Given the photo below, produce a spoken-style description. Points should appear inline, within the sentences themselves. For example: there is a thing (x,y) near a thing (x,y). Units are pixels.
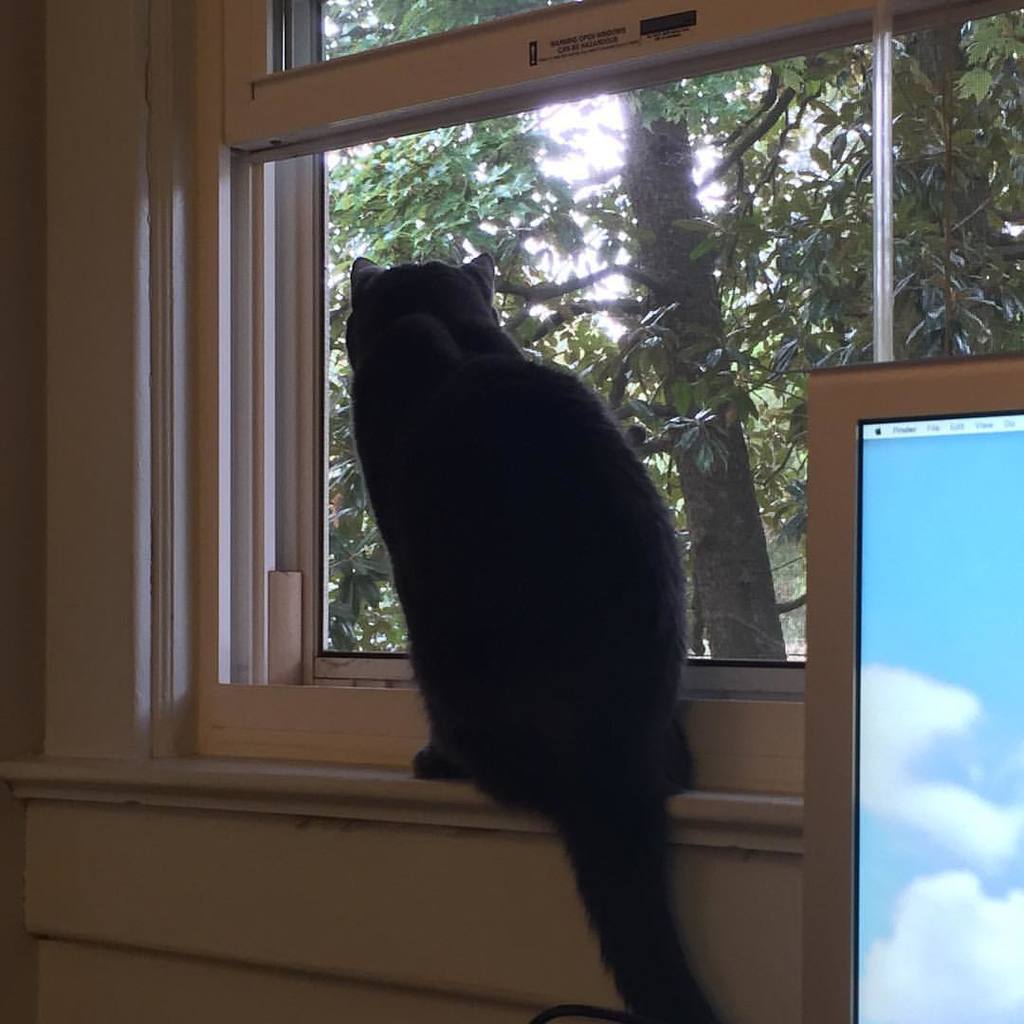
In the center of the image (571,530) there is a cat (493,511). In front of the cat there is a glass window (652,170) through which we can see trees (735,217). On the right side of the image (944,873) there is a computer (885,812).
